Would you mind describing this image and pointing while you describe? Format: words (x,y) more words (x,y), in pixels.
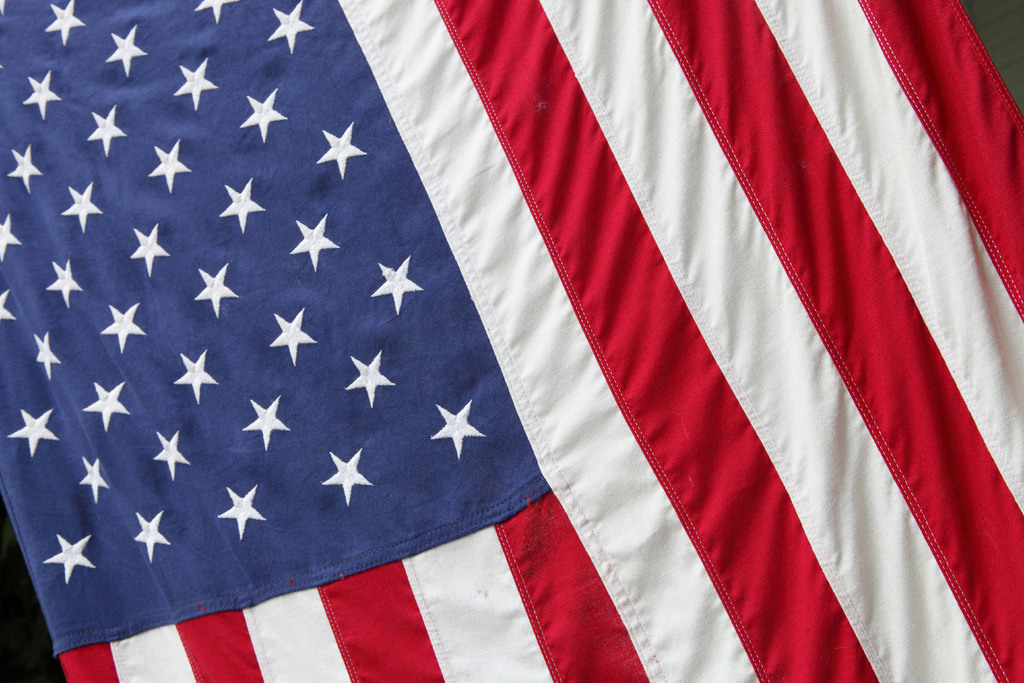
The picture consists of american flag (719,501).
